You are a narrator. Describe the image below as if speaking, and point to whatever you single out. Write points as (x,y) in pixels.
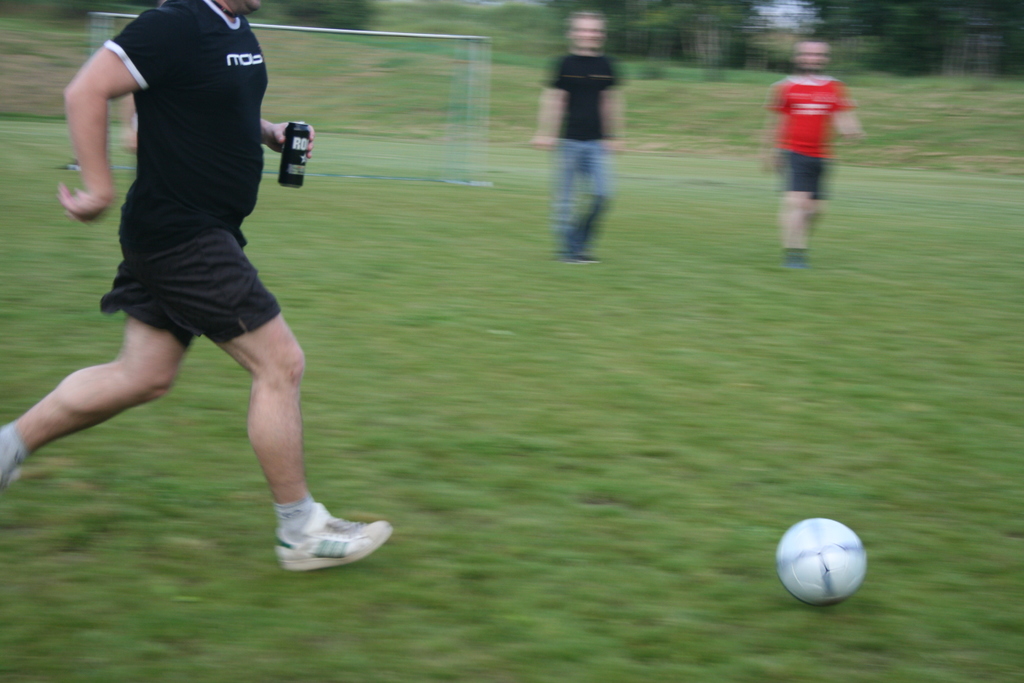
There is a person (259,278) running and holding can (288,127) and we can see ball (788,591) on the grass (751,555). On the background (721,19) we can see trees (837,45) and sky (770,19).
